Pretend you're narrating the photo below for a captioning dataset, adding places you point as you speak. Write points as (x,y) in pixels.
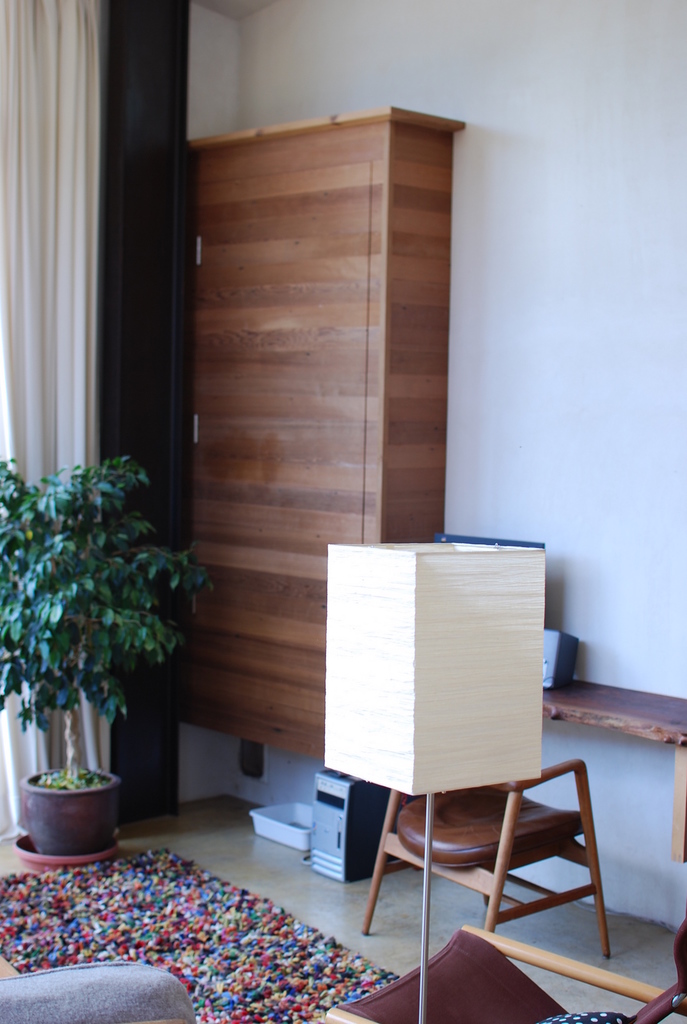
The image is inside the room (443,945). In the image on right side (523,999) we can see a chair (511,1000), table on table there is a speaker (569,649) and we can also see in background (106,570) plant (90,601) with some flower pot (90,791), curtains (49,246) in white color, tree (83,544). in background (613,434) there is a wall (619,473) which is in white color.
